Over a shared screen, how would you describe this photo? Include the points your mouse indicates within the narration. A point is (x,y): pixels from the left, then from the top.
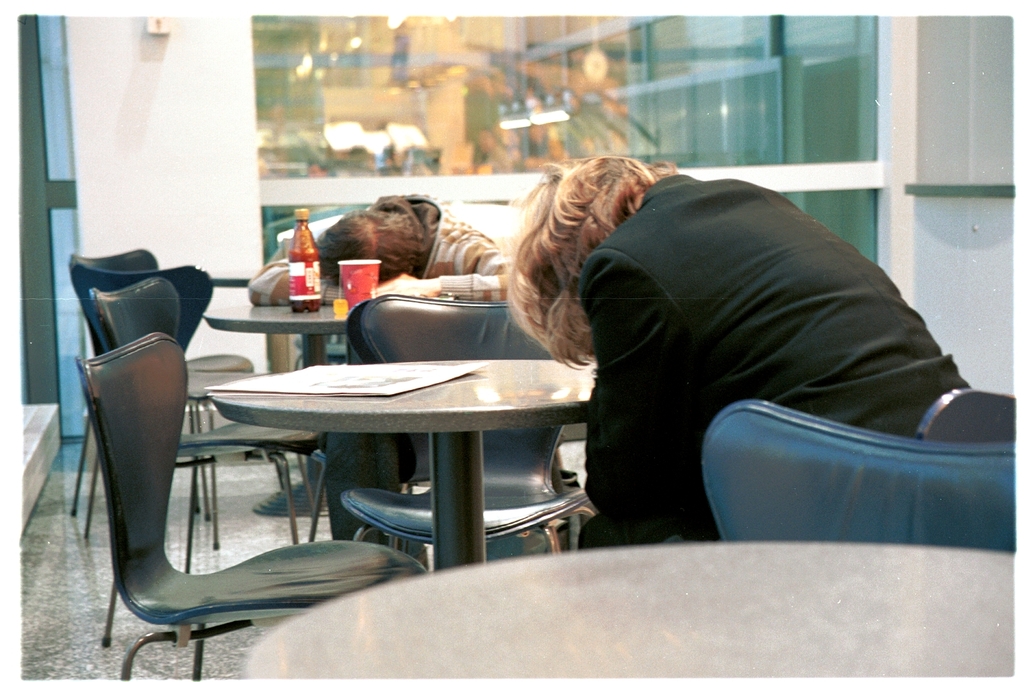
In this image we can see some persons (483,282) sitting on chairs (557,534) around the tables (331,418), there are some bottles (317,292), glasses (365,288) on the table (304,324) and in the foreground of the image (392,387) there is newspaper (431,383) on the table (439,386) and in the background of the image (345,53) there is a wall (200,53) and glass sheet (601,68).
